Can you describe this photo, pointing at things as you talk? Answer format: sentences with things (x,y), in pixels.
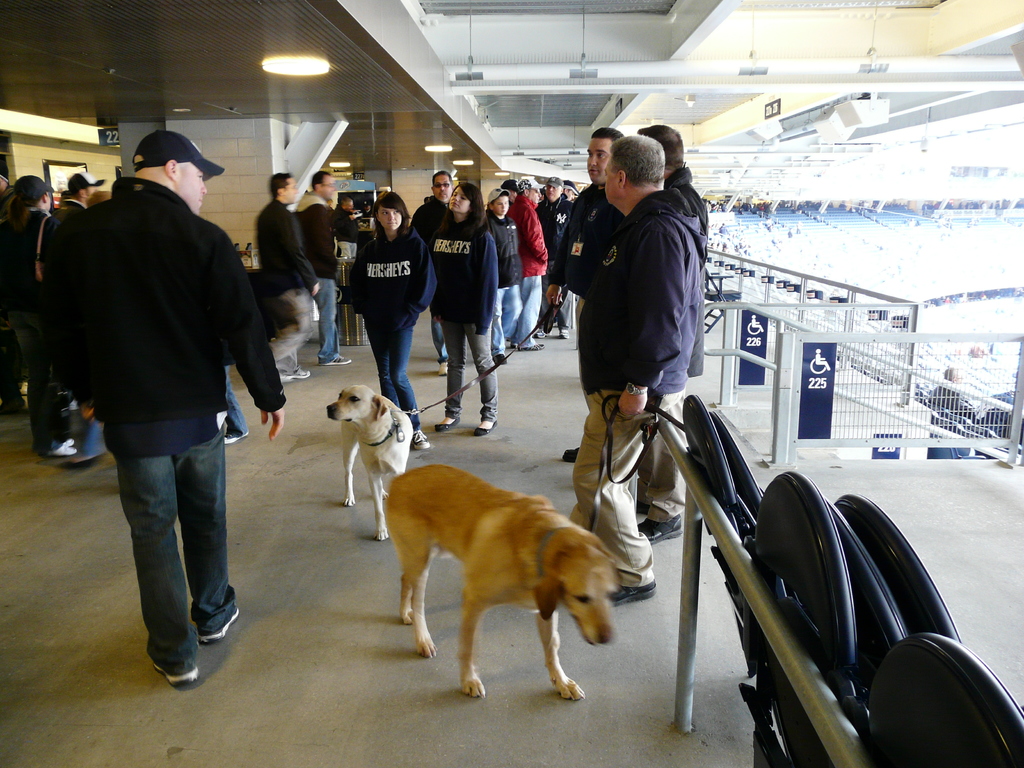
This is the picture of stadium (708,452) in which on the floor (253,419) there are some people (396,367) standing and some dogs (522,549).
